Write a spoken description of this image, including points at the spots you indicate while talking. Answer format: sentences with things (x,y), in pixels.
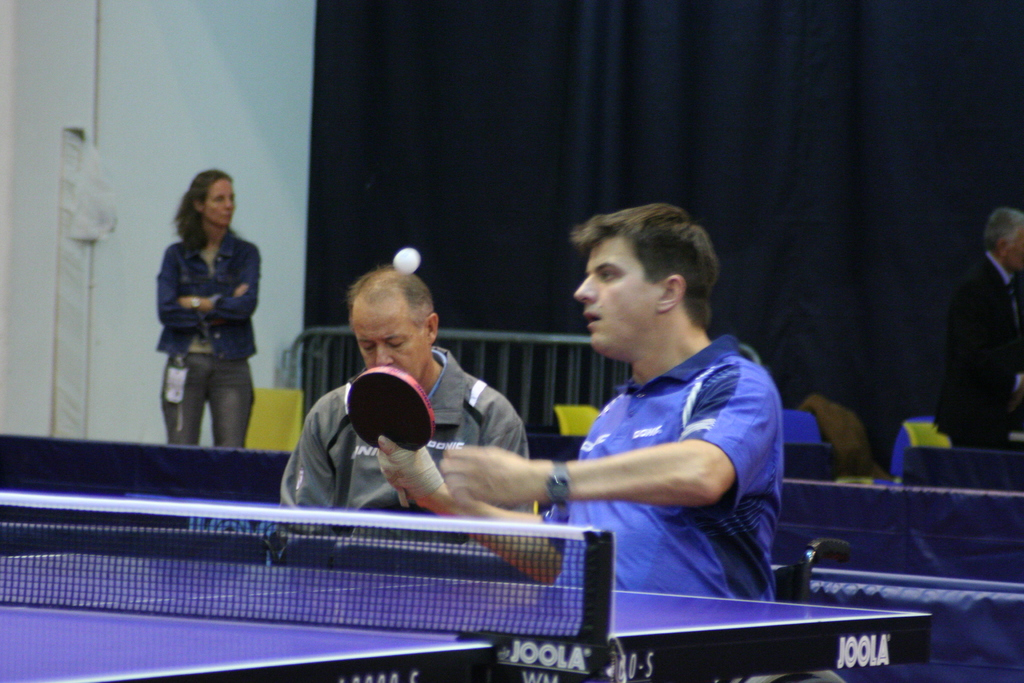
Here in this picture, in the middle (640,346) we can see a man (636,376) sitting on a wheel chair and playing table tennis, as we can see the board (20,651) in front of him and he is holding a bat (402,398) and trying to hit the ball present in front of him and behind him we can see another person (414,346) present and in the far we can see another woman (196,213) standing and beside her we can see a barricade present and we can also see a curtain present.
